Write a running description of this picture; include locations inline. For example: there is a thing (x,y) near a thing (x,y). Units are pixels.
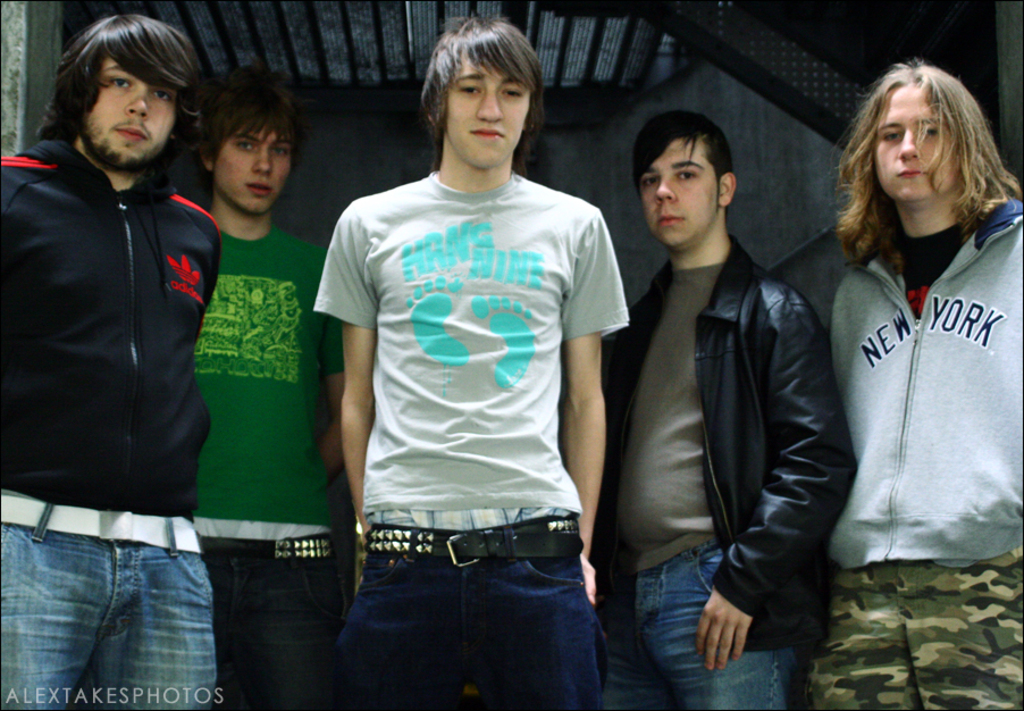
In this image few persons (516,541) are standing. Behind them there is a wall (306,145). Left side (88,210) a person (152,336) is wearing a jacket (88,255).
